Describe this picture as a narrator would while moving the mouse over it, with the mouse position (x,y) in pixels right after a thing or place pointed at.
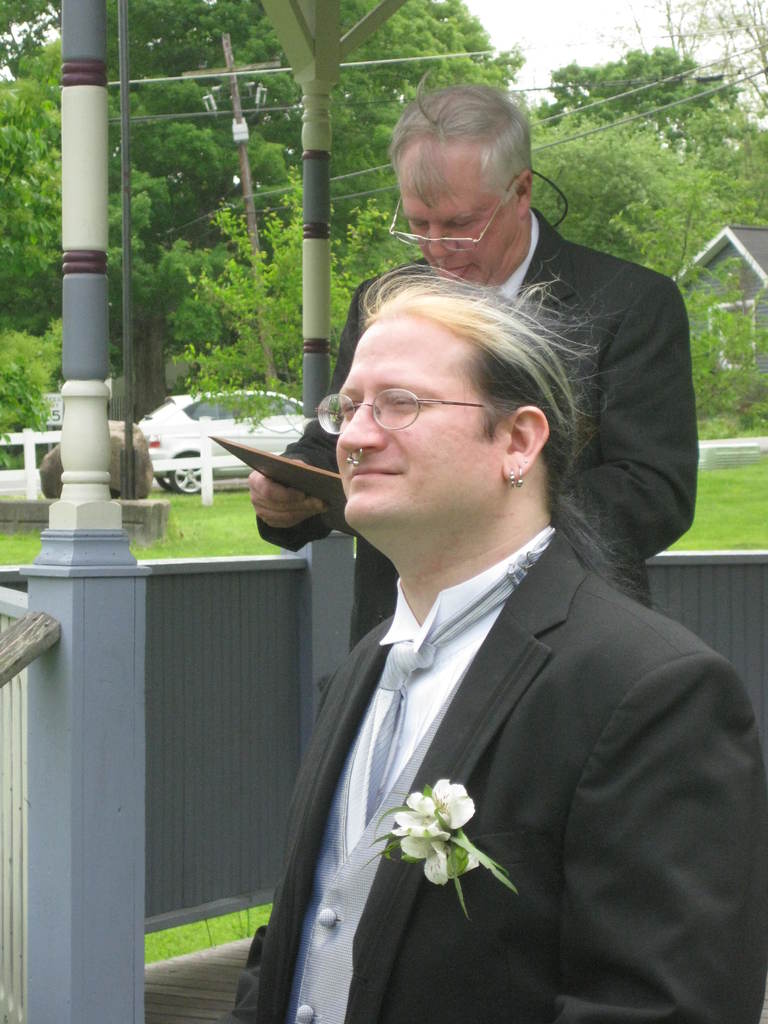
In the picture we can see two men (669,896) are standing one man (456,419) is with a blazer (654,900), tie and shirt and behind him we can see another man (488,271) with a blazer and holding a file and around them, we can see a railing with poles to it and outside it, we can see a grass surface (756,523) and near it, we can see a railing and behind it we can see a car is parked and in the background (656,177) we can see trees (763,212), house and a part of the sky (724,1).
